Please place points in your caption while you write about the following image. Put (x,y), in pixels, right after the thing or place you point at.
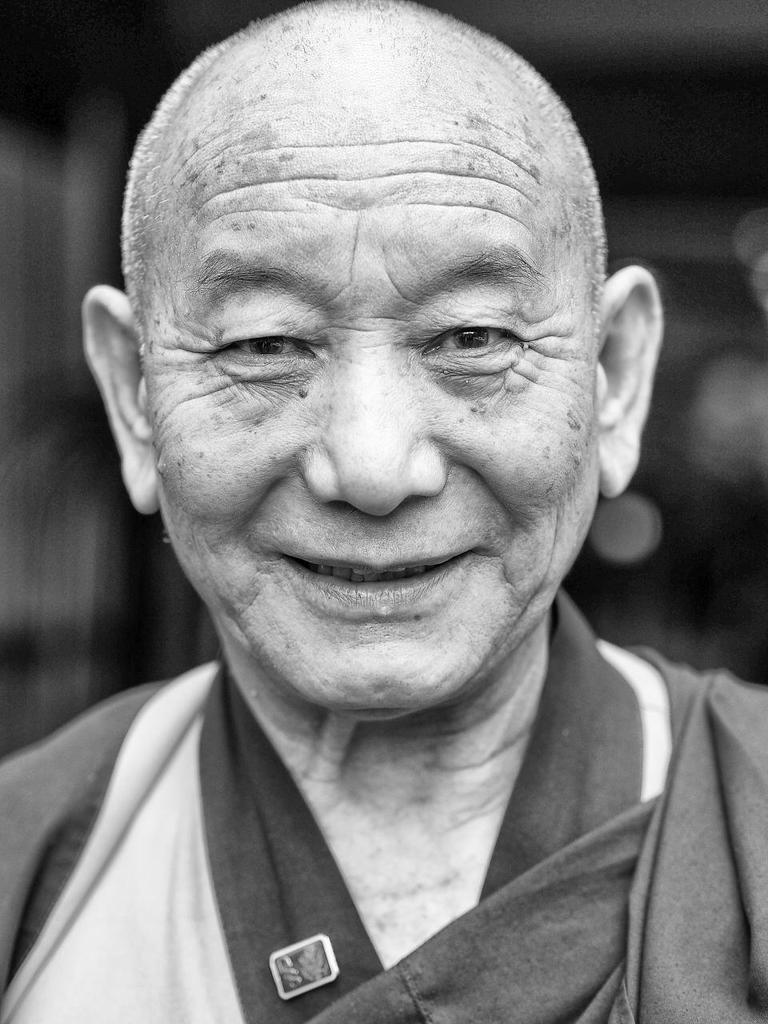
In this image in the foreground (458,803) there is one man (337,580) who is smiling, and the background (667,511) is blurred.
